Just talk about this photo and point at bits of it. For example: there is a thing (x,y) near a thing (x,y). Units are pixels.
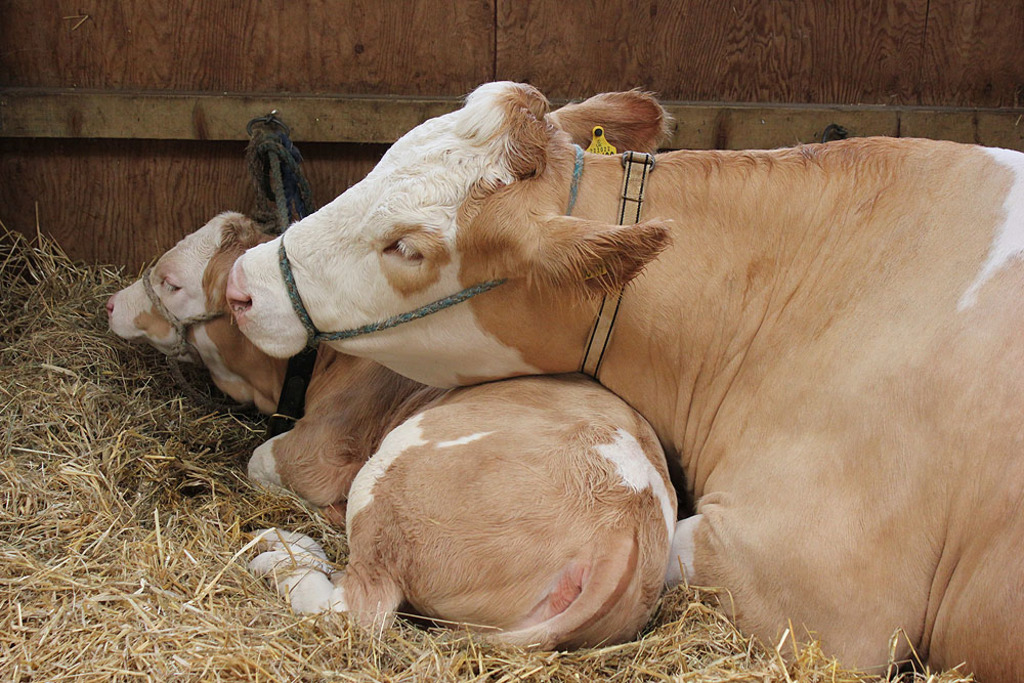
In this picture we can see cows (488,530) with belts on the ground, here we can see dried grass (258,526), ropes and in the background (59,236) we can see a wooden wall (333,178).
